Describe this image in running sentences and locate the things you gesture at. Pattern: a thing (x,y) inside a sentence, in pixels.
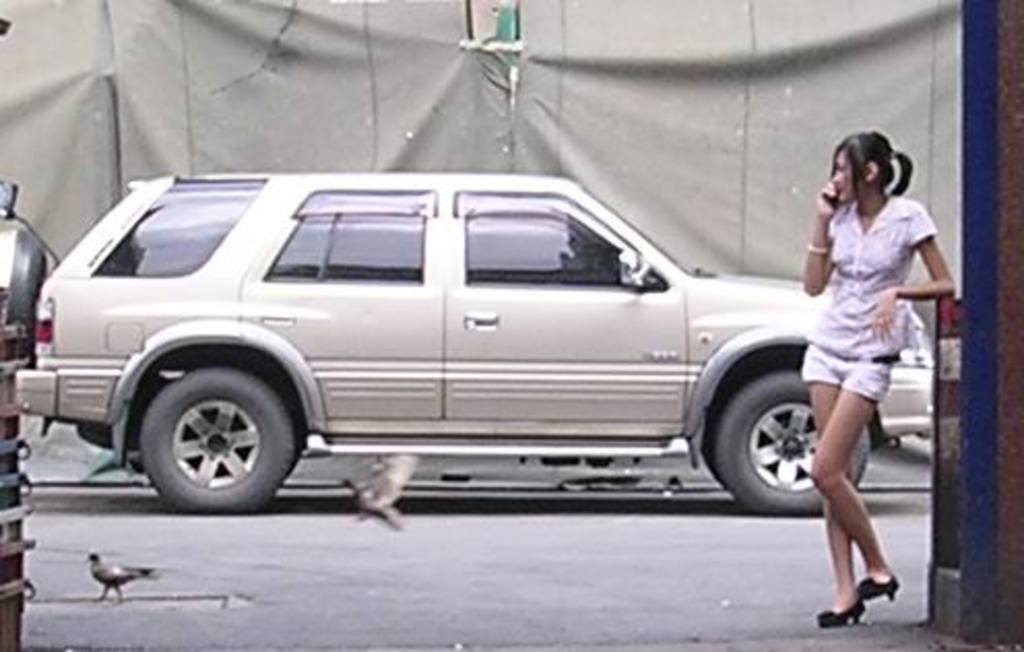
This is an outside view. In the middle of the image (548,365) there is a vehicle (418,408) on the road (410,589). It is facing towards the right side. On the right side (881,302) there is a woman (870,282) standing and looking at the left side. It seems like she is speaking on the phone (825,196). At the bottom (387,505) there are two birds (374,485). One bird (395,519) is flying and one is on the ground (112,619). On the left side (6,336) there is a metal object (18,338). In the background (386,75) there is a curtain (305,48).
